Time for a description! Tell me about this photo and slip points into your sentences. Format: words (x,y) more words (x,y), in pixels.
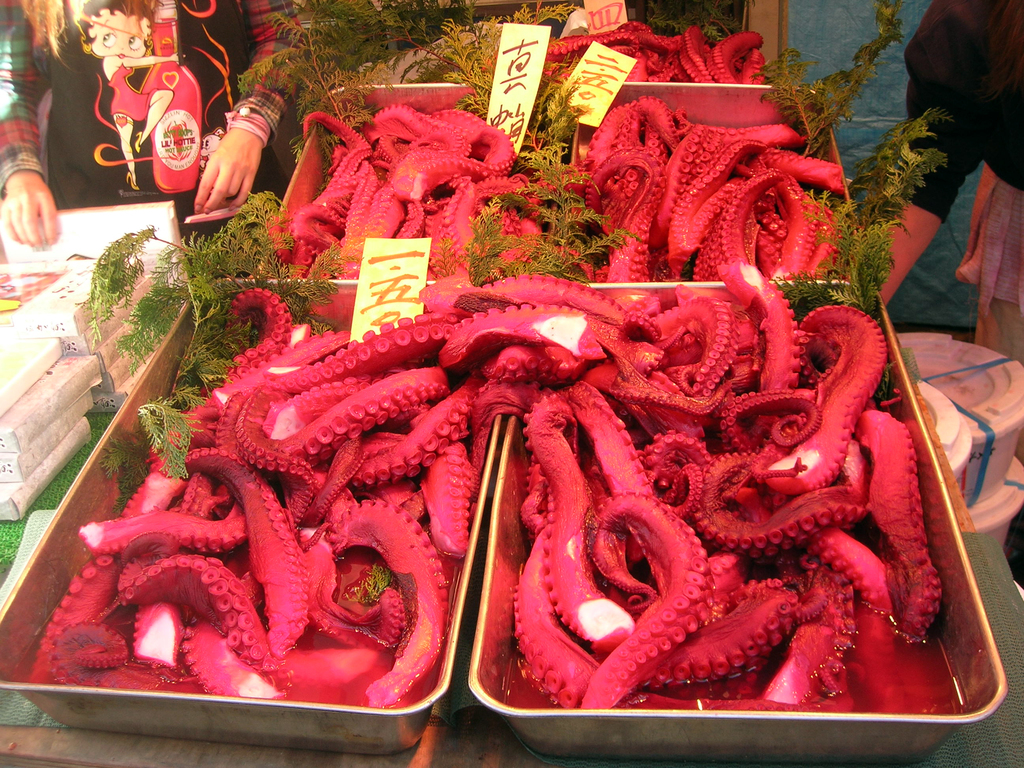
In the image there are octopuses (616,317) and on the left (120,216) there are some objects (107,218), in the background (197,43) there are two people (262,18).
